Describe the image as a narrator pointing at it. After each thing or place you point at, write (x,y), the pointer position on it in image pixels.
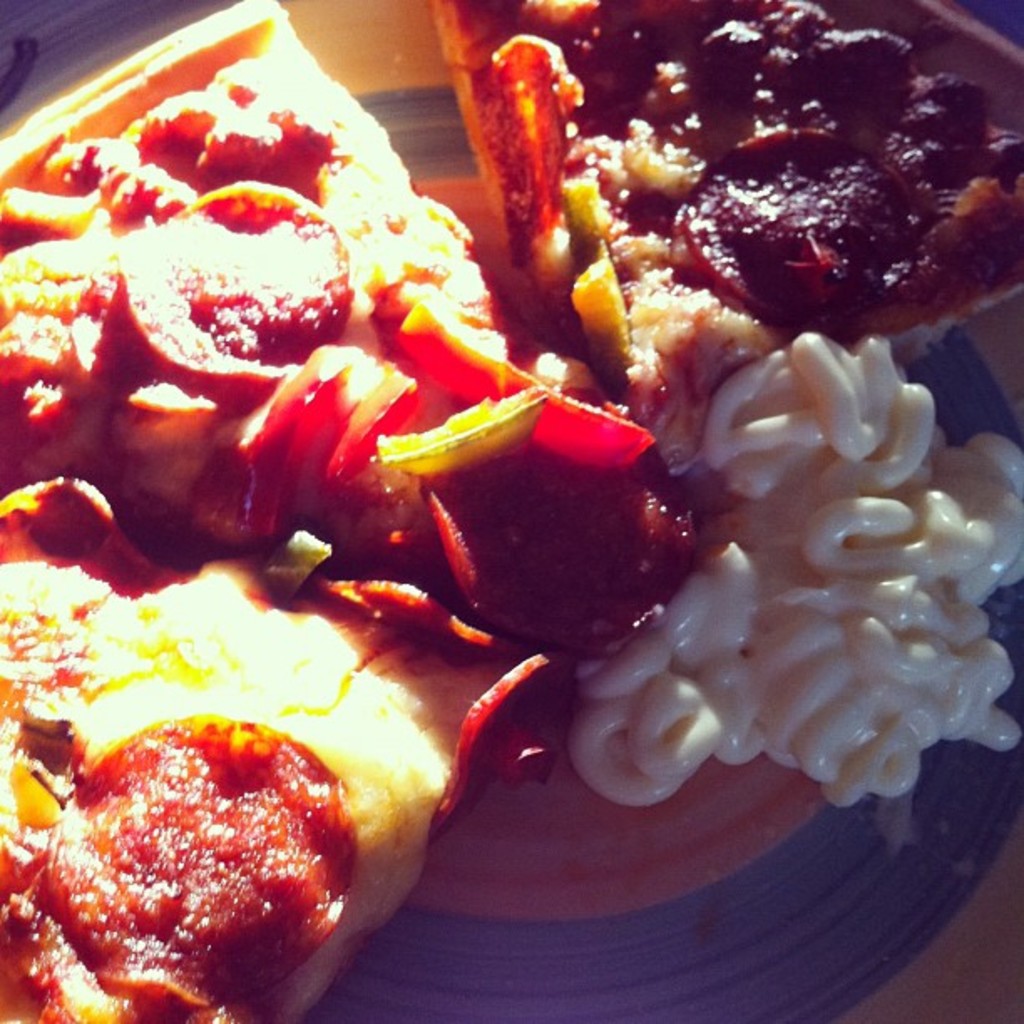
In this image we can see a serving plate (407,114) which consists of slices of pizza (415,247) and mayonnaise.
